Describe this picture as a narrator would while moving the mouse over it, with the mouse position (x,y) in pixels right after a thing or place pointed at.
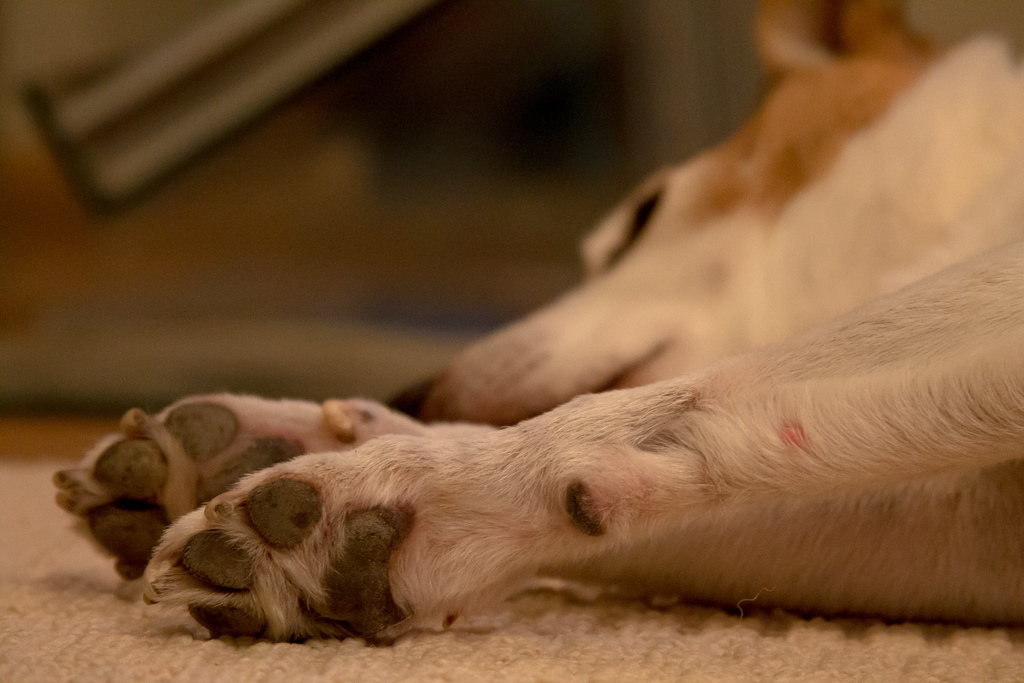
In this picture we can see a dog (500,503) on a mat (52,555). The background (518,65) is blurred.
